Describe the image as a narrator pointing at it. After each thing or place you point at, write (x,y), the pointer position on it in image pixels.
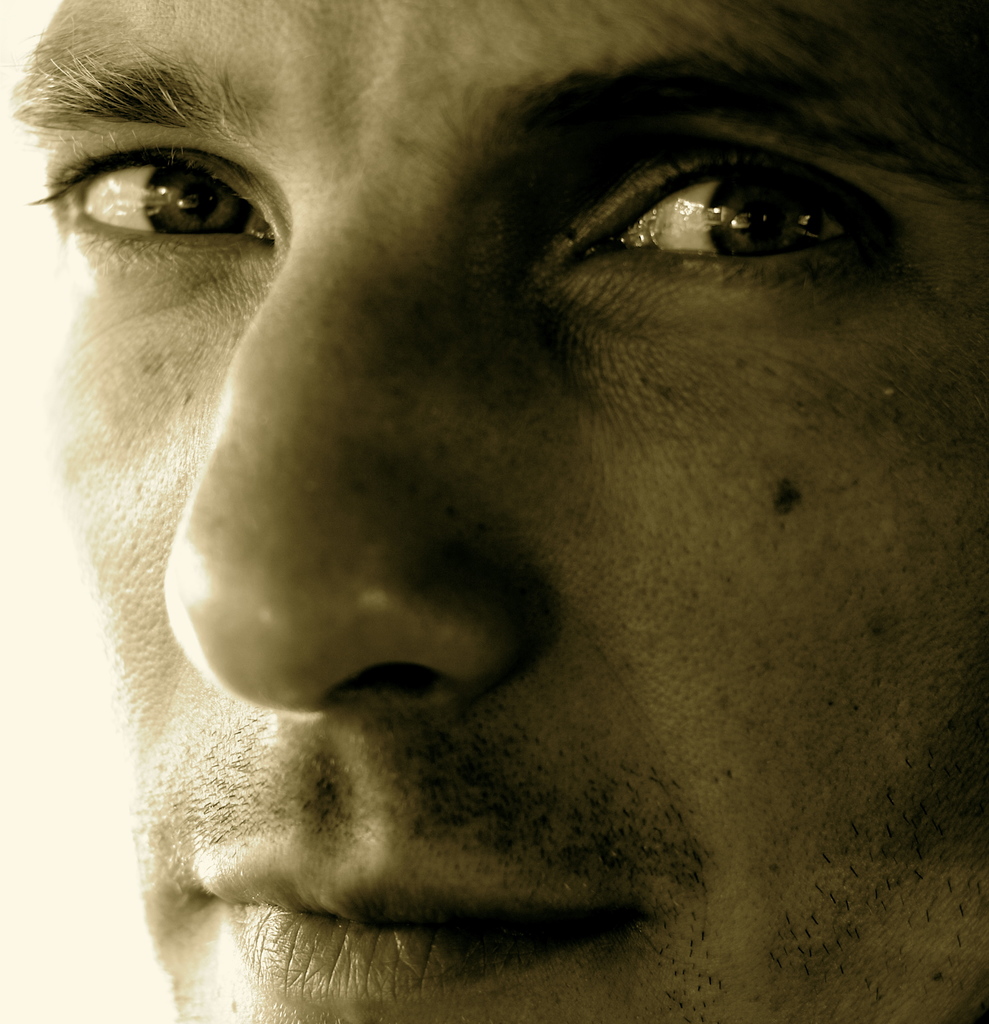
In this image we can see a person's face (340,559).
